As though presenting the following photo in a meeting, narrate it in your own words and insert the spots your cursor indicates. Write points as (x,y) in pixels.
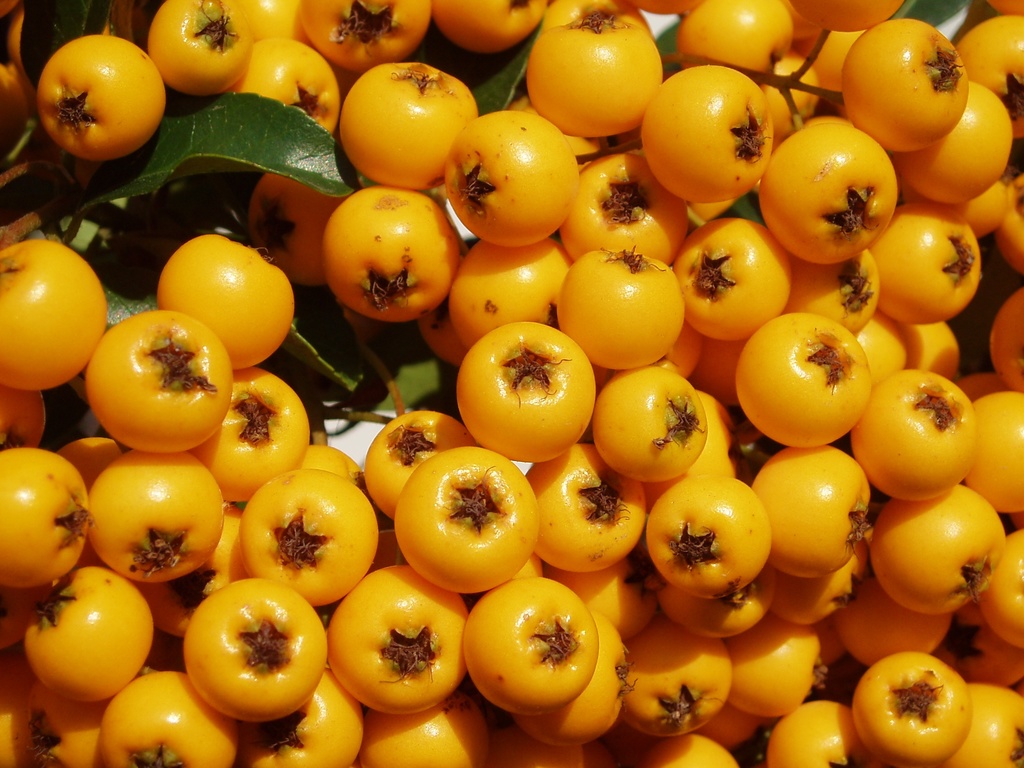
In this image we can see the orange color berries (597,259) and we can also see some leaves (244,116).
